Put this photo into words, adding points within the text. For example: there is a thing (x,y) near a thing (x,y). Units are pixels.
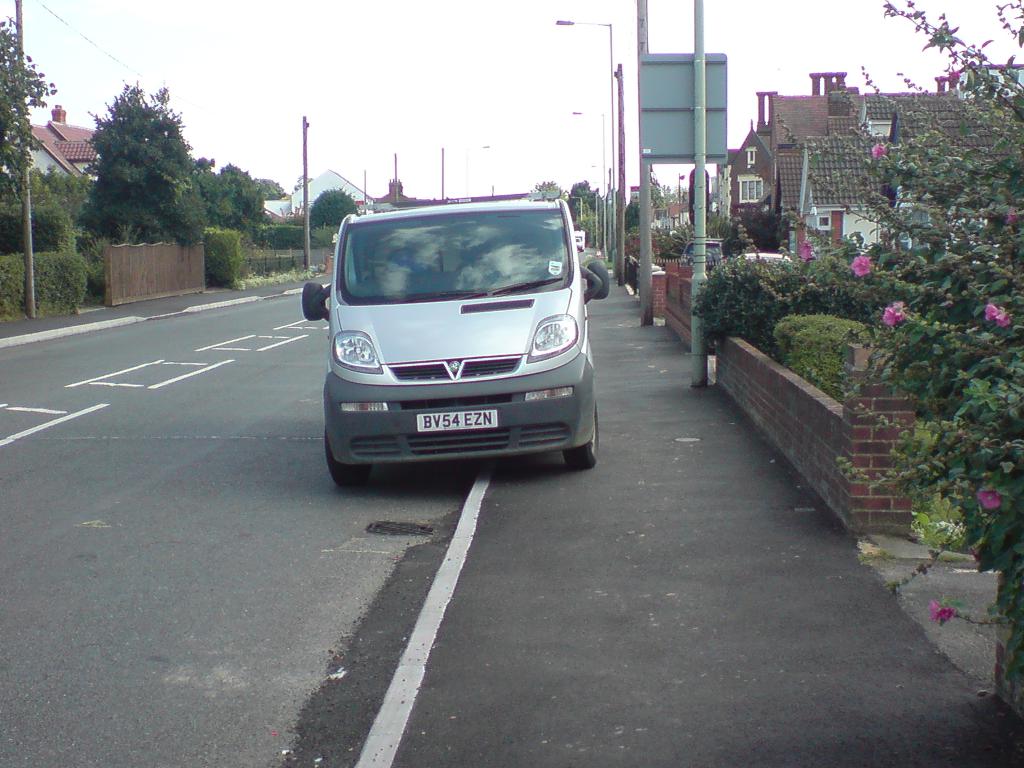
In the image there is a vehicle (379,382) parked beside the road (225,404) and around the road (88,487) there are many houses (56,175), trees (103,178), plants (226,233) and street lights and other poles (694,301).
